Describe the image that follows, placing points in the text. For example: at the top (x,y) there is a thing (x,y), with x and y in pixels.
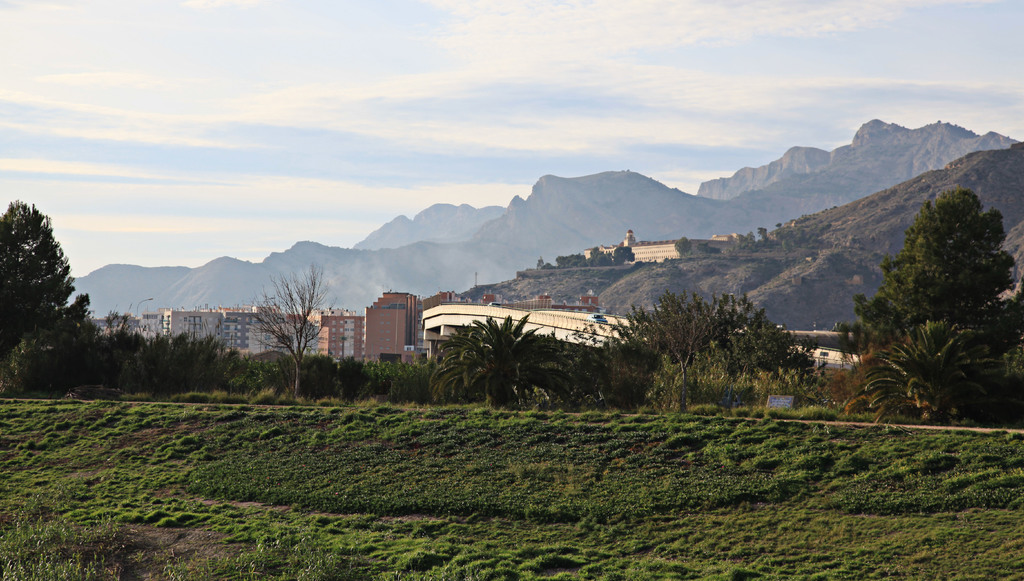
In this image we can see there is a grass (494,490), trees (235,360), plants (262,398), buildings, board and a mountain (895,247). And at the top (538,97) there is a sky (327,0).
